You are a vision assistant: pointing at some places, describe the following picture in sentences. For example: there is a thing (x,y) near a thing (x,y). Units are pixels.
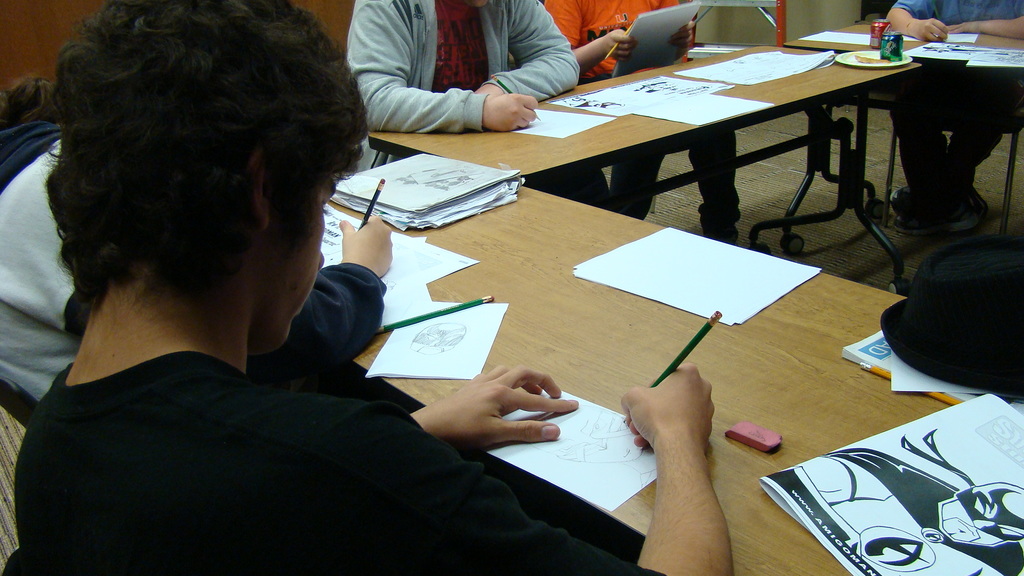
In this image I can see the group of people (252,571) sitting in-front of the brown color tables (518,327). On the tables (547,319) I can see many papers (644,238), plates (842,59) and also tins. I can see these people (379,261) are holding the pencils (658,387).
